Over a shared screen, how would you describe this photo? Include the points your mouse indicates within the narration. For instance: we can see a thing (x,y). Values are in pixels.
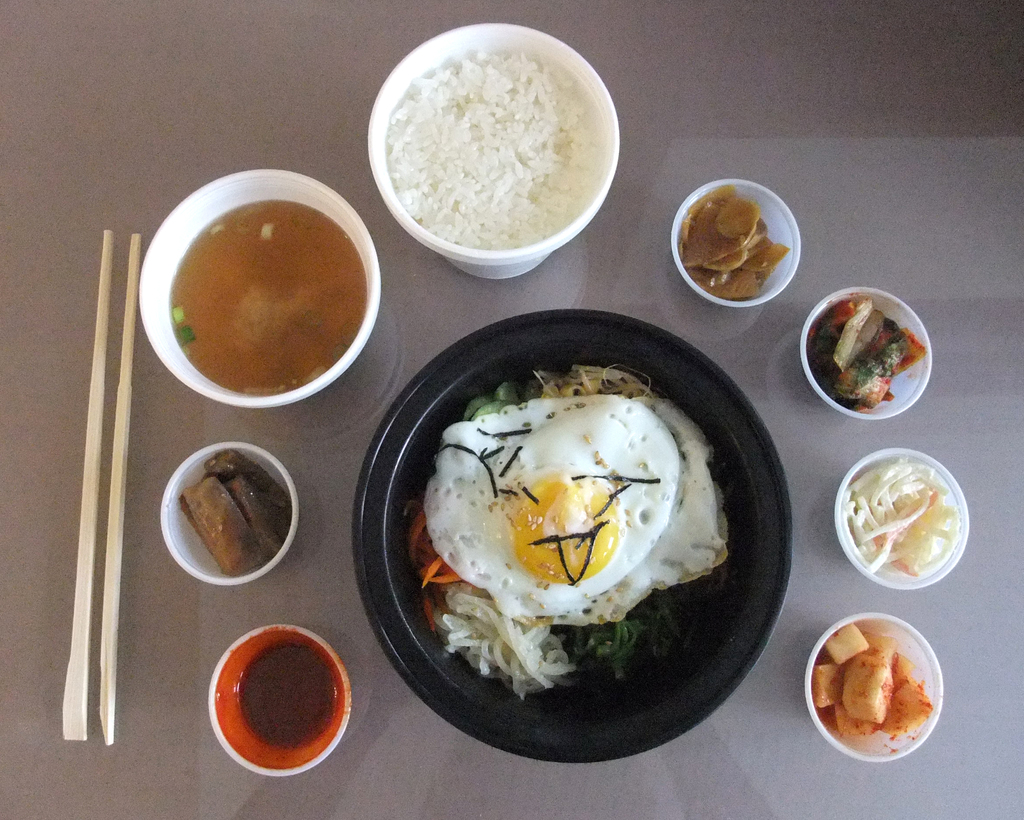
In this image I can see a black color bowl (420,648), on which I can see a food stuff (557,500), around the bowl (461,461) I can see few bowls (541,242) and there are few foodstuffs (445,193) and there are two sticks (129,327) visible on the left side (92,523), may be bowls (240,644) kept on the floor (88,101).
